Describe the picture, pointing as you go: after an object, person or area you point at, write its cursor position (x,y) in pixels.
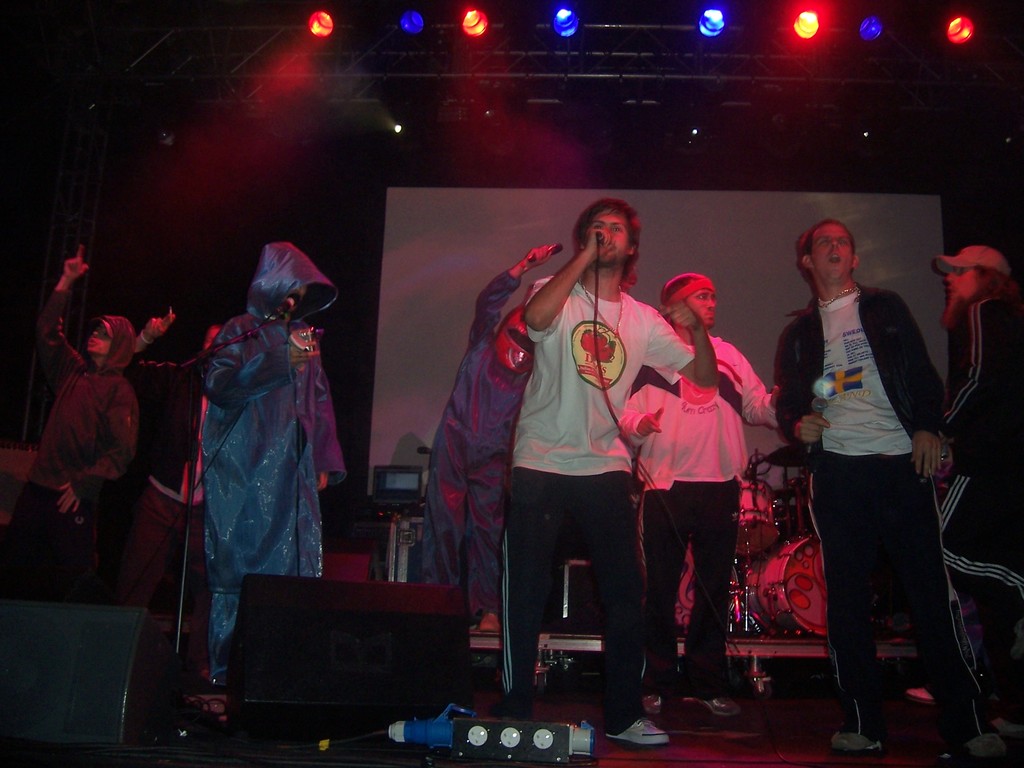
In this picture there are people (517,462), among the few persons (543,494) holding microphones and we can see musical instrument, devices (411,723), stand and objects (239,634). In the background of the image (359,229) it is dark and we can see white board (488,210), truss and focusing lights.
